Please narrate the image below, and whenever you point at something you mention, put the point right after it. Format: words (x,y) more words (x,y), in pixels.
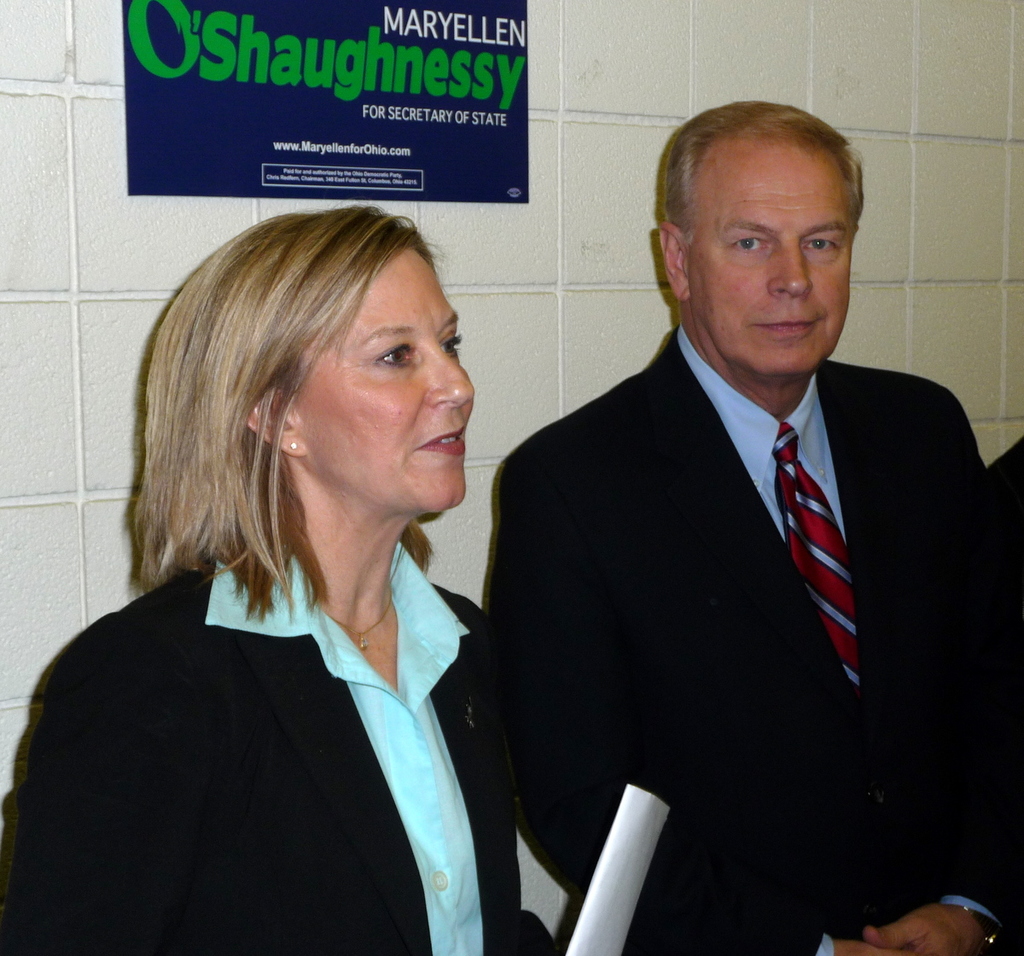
This picture seems to be clicked inside. On the left (332,689) there is a woman (305,781) wearing blue color shirt (398,749), holding a paper (611,856) and standing. On the right (771,339) there is a man (723,426) wearing suit (801,647) and standing. In the background (620,87) we can see a poster (289,6) hanging on the wall (613,19) on which we can see the text (358,82) is printed.
